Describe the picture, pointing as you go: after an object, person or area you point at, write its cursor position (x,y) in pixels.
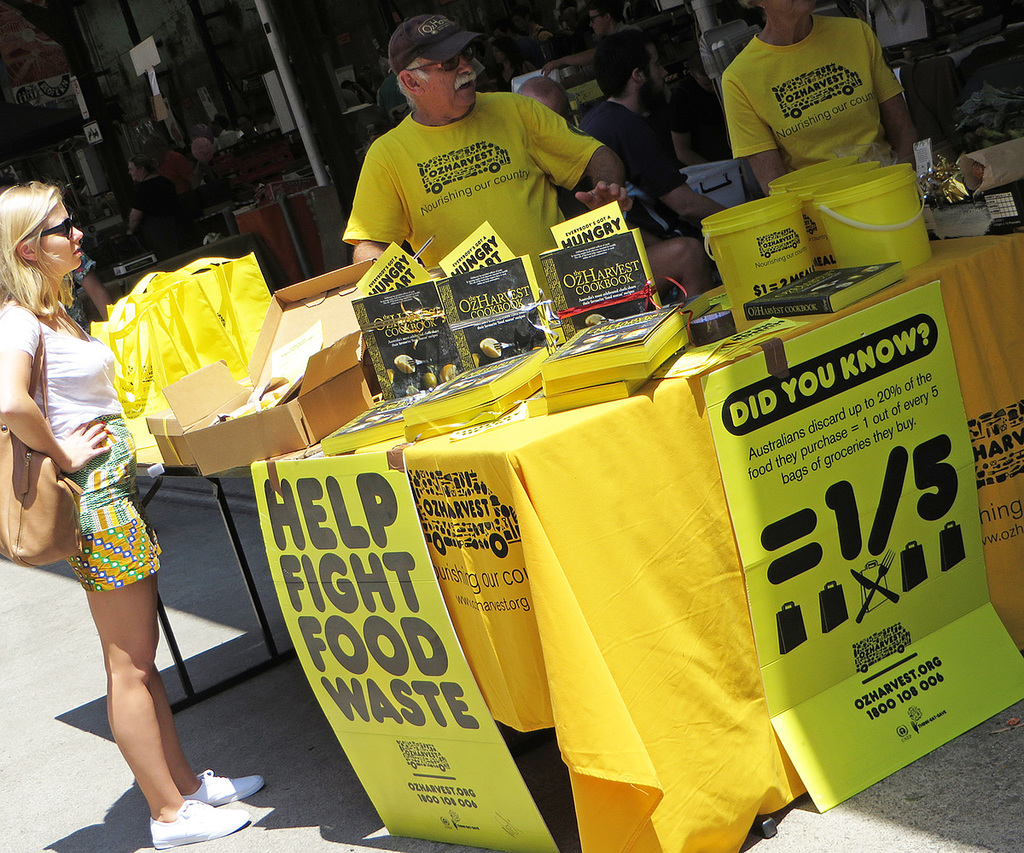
In the image there is a table (476,454) with yellow cloth (611,446). On the table (437,443) there are cardboard boxes (307,371), books (408,364), posters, buckets (890,239) and yellow colored bags (191,334). There are two banners (462,801) hanging to the table (632,663). On the left side of the image (62,225) there is a lady (17,351) with white top (5,339), patterned shorts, white shoes (215,838) and bag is standing and she kept goggles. Behind the table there are two people (480,188) with yellow t-shirts (419,144) is standing. In the background (372,26) there are few people (513,60) and also there are few stores (63,79).
